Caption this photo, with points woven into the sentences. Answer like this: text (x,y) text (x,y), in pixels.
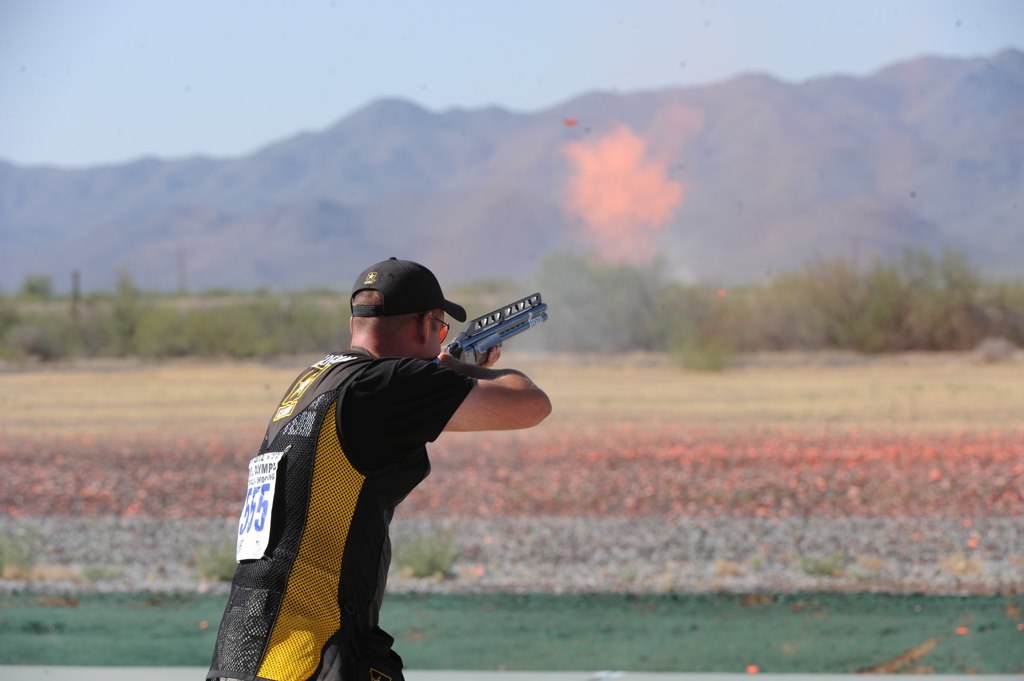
In this picture we can see a person (377,550) holding a gun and in the background (729,75) we can see trees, mountains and sky (748,68).
